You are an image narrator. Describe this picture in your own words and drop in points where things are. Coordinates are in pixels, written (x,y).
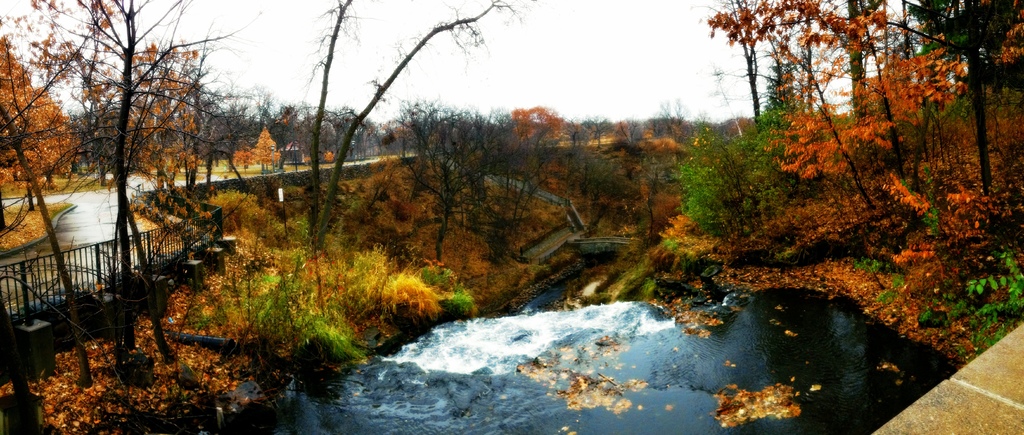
In this image there are trees (46,141), in between the trees (801,173) there is a waterfall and there is a road (99,211), to the side of a road (108,222) there is a railing (64,281). In the background (354,74) there is the sky (381,62).
